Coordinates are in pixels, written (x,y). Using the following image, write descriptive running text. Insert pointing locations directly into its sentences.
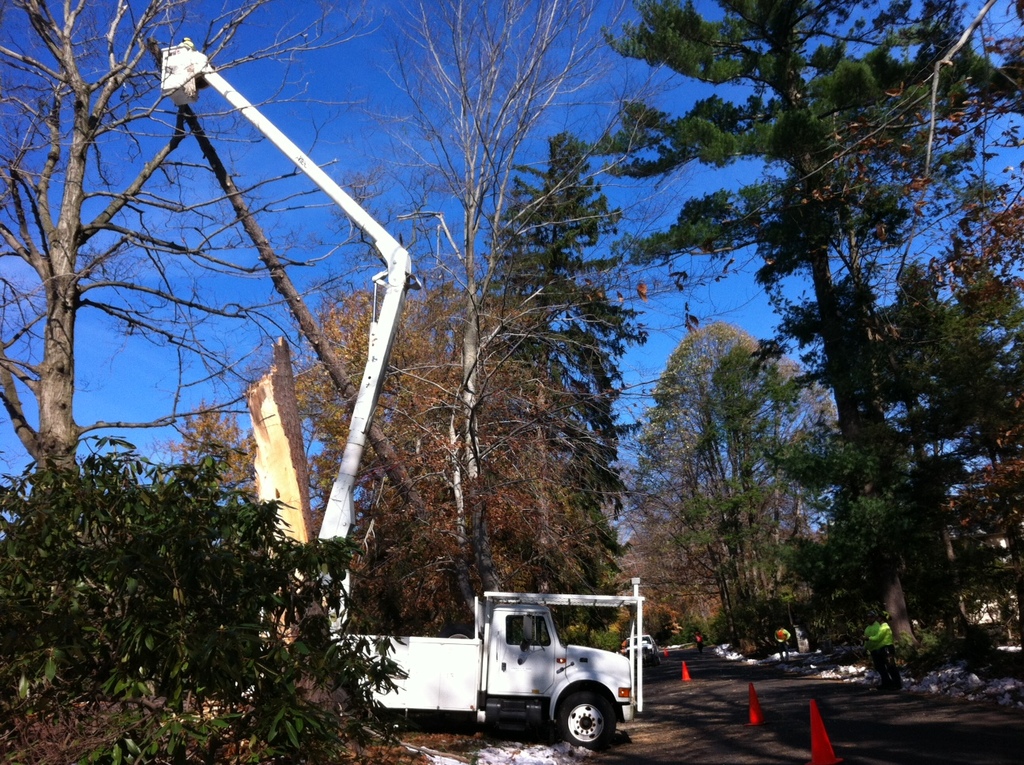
In this image, we can see a white color crane (589,673), there are some green trees (971,638), at the top (634,9) there is a blue sky (447,34).
